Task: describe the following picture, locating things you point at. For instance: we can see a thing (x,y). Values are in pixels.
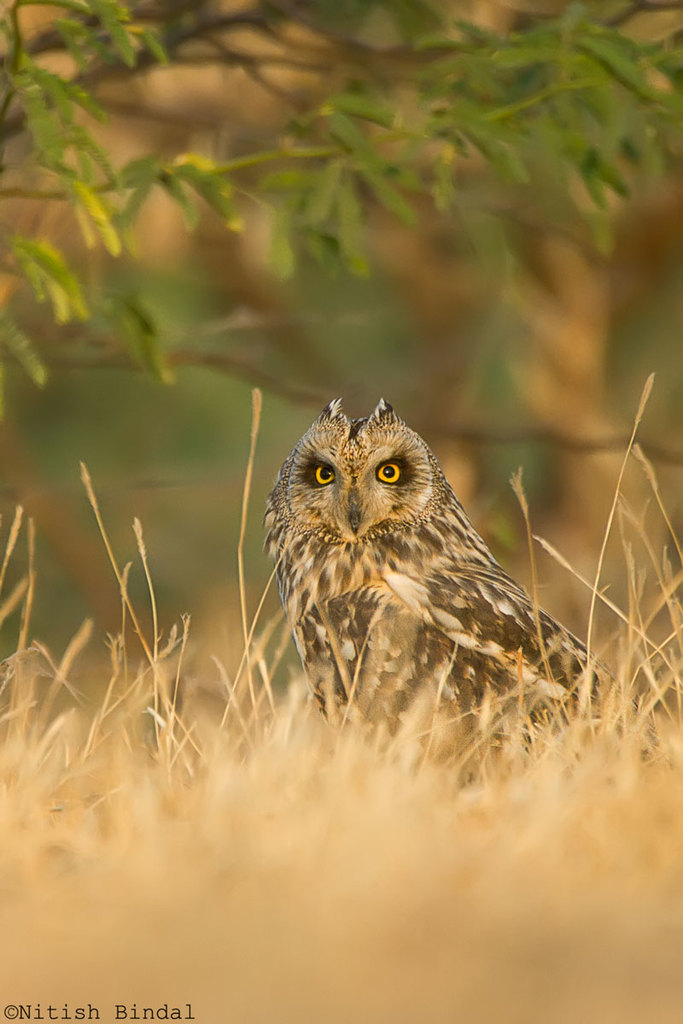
This image is taken outdoors. At the bottom of the image (357,931) there is a ground (365,912) with grass (347,896) on it. In the middle of the image (419,619) there is an owl (330,664). In the background (430,388) there is a tree (315,62).
